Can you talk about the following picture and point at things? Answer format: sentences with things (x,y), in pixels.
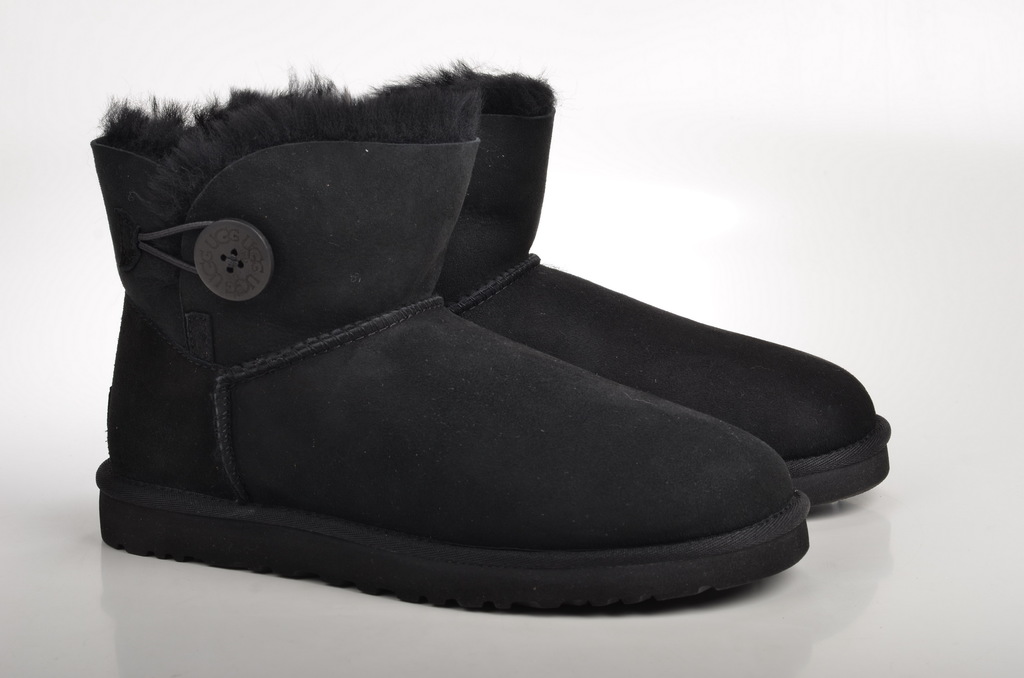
Here we can see black color footwear (515,351) on the surface (358,602). Background (903,168) it is white color.
